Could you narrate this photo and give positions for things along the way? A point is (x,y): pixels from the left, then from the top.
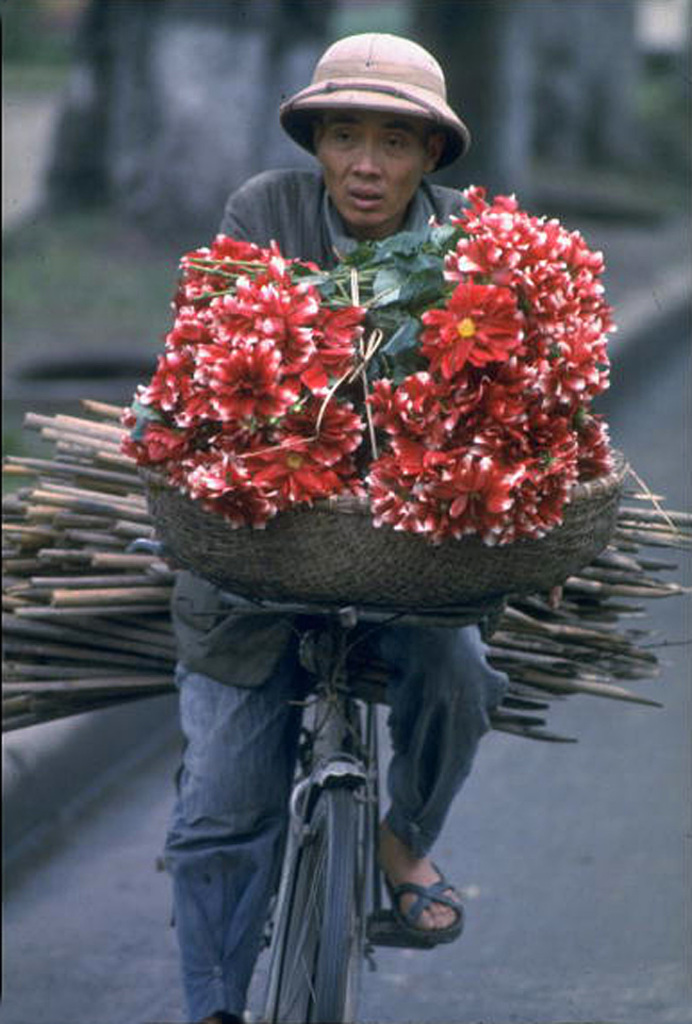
He is riding a bicycle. Flowers (509,465) in the basket (411,594) in front of the bicycle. He is wearing a cap (339,81).
